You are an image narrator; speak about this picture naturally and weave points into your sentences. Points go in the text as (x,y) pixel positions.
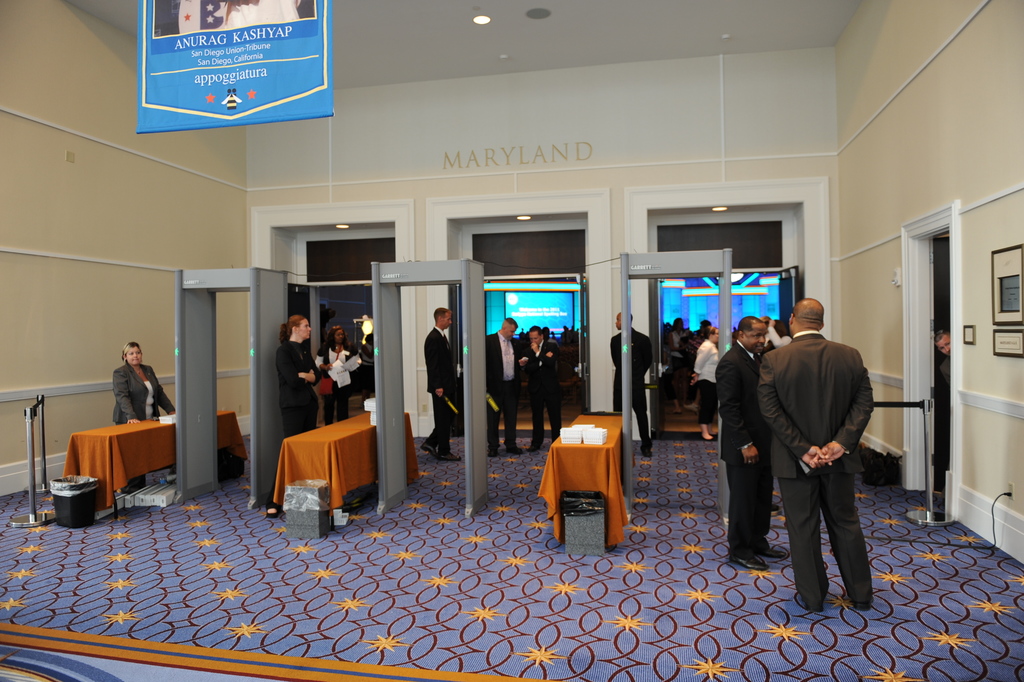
In the image there is a building (309,268) and at the entrance (568,245) of the building (236,296) there many security officers (138,415), tables (243,450) and scanning machines (262,448). Inside the building (407,205) there are a lot of people (337,332) and some screens (561,296) in front of those people (780,330).
